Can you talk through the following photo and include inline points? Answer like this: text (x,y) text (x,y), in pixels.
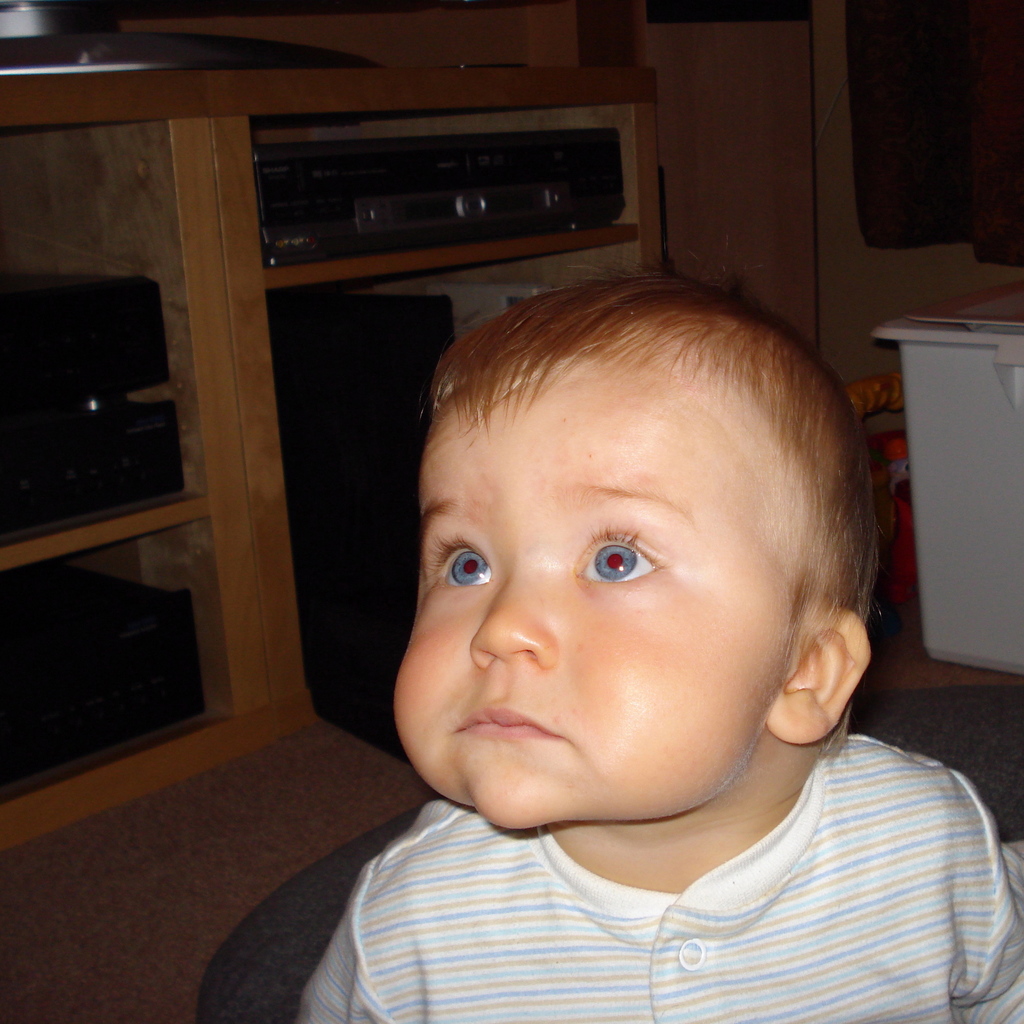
There is a small baby (619,674) in the foreground area of the image (454,592), there is a rack (279,474) and other objects (380,226) in the background (934,71).
